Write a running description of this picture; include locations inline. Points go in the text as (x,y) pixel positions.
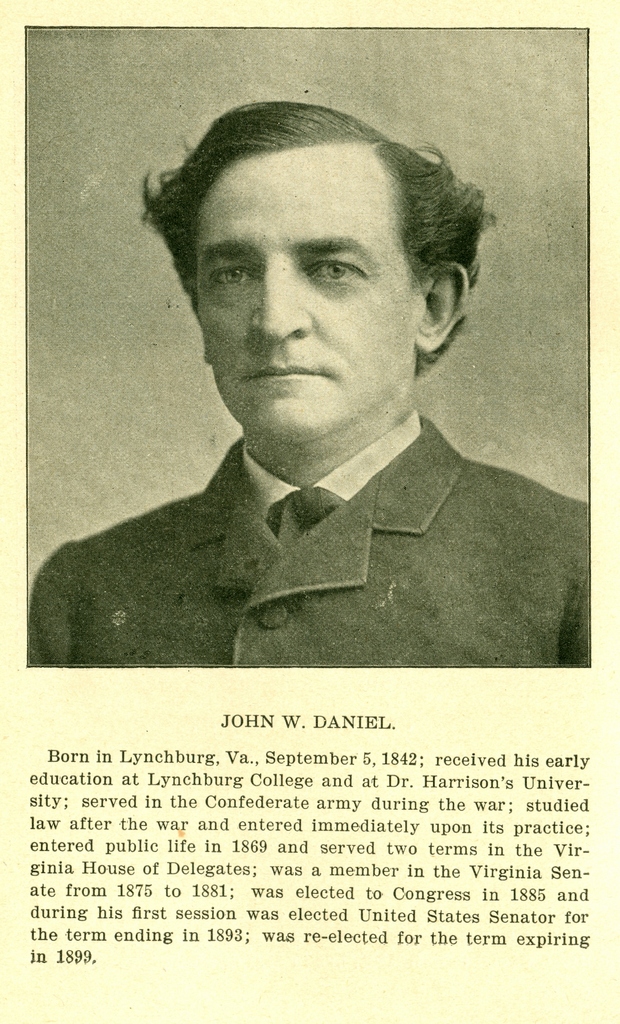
In this image I can see there is a picture of a man (441,563), he is wearing a black coat (269,628) and looking at left side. The backdrop of image (133,977) is plain surface (130,343). There is something written at the bottom of the image (329,873).
